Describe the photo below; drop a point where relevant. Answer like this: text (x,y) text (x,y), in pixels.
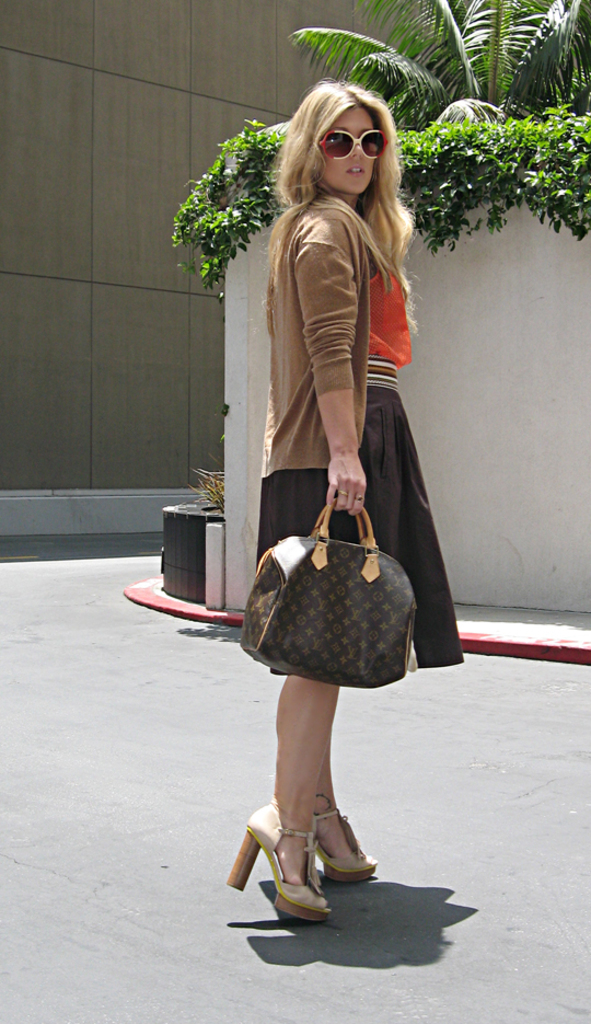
In this image we can see a lady (324,420) standing on the road (227,871) and holding a bag (326,590) in her hands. In the background (548,225) we can see trees (495,108), wall (493,390) and a building (96,86).
